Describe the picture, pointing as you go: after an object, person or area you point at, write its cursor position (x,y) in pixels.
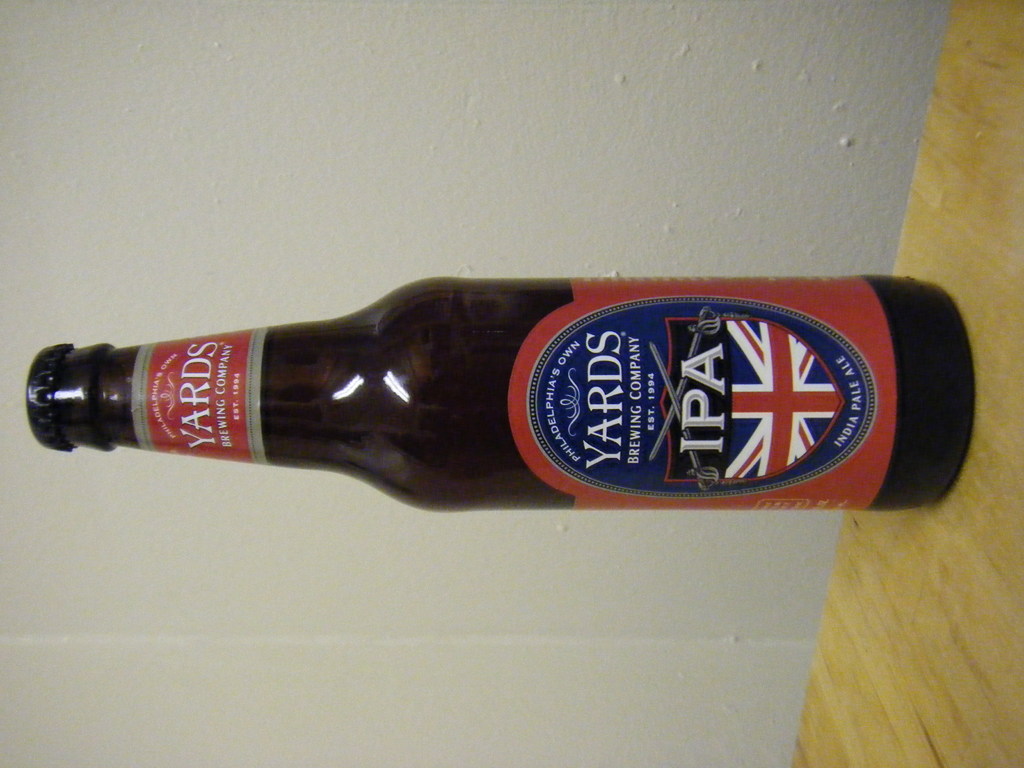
In this image I can see a bottle (489,338) which is black in color and I can see two stickers (543,357) attached to it. It is on the cream colored surface (935,729) and I can see a white colored wall (520,141) in the background (421,182).
